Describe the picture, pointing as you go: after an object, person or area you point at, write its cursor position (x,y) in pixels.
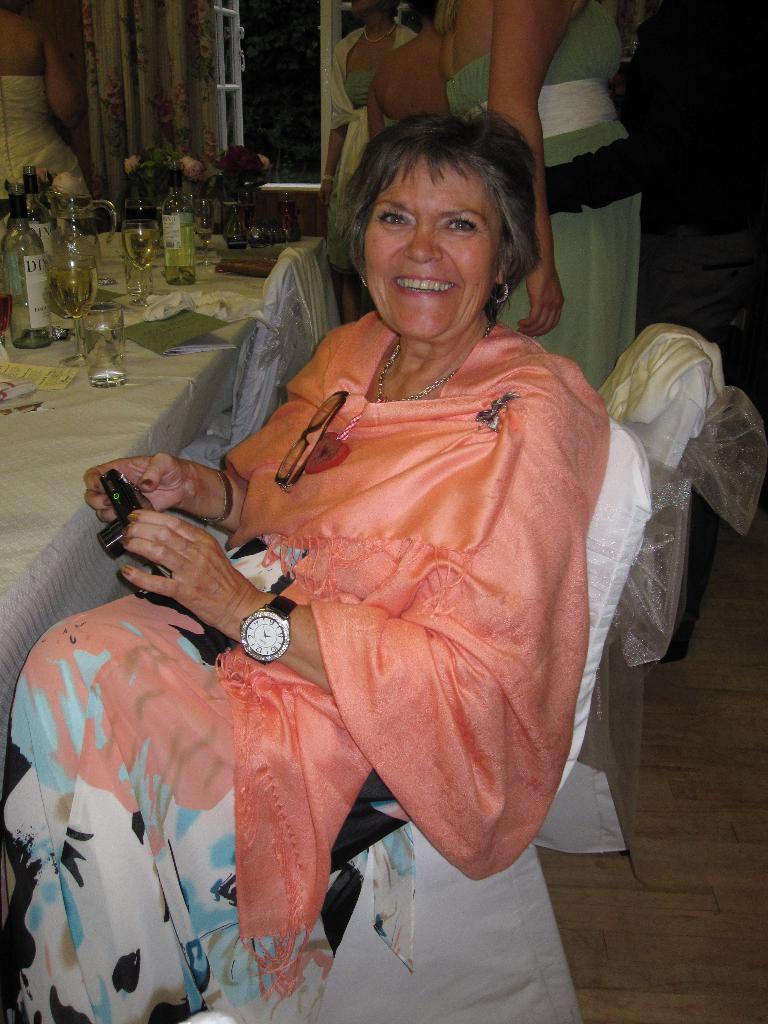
In the center of the image (436,523), we can see a lady (413,486) wearing a shawl (385,466) and holding a camera (112,531) and sitting on the chair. In the background (530,128), we can see some other people (456,105) standing and there are chairs (305,261) and we can see bottles (168,214) and glasses (133,270) and some books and papers (55,369) are placed on the table (29,511). At the bottom (661,910), there is floor (661,910).
